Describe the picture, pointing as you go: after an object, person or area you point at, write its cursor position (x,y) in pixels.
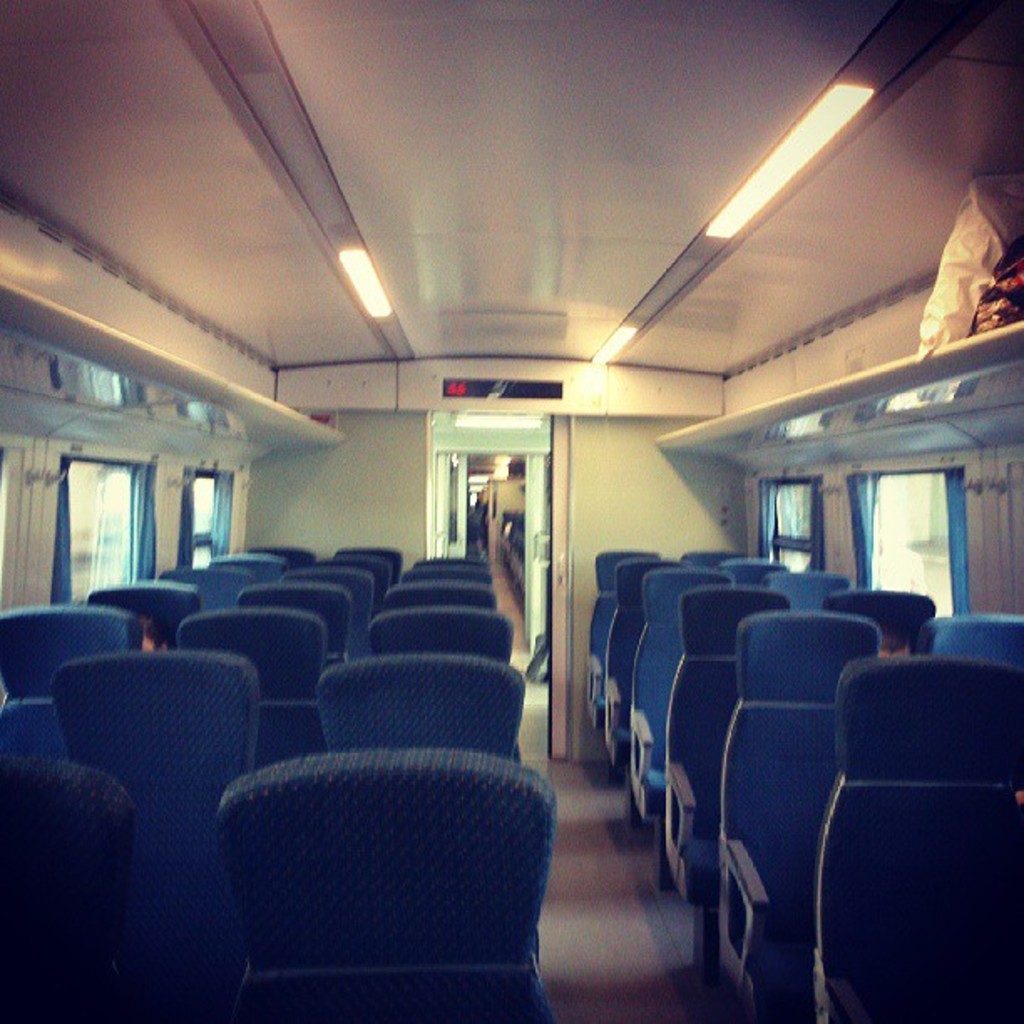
This is an inside view of a train (502,545). At the bottom (227,823) we can see seats (647,641). At the top (377,288) there are lights (775,190). In the background (209,539) there are windows (891,503) and a door (547,499).
